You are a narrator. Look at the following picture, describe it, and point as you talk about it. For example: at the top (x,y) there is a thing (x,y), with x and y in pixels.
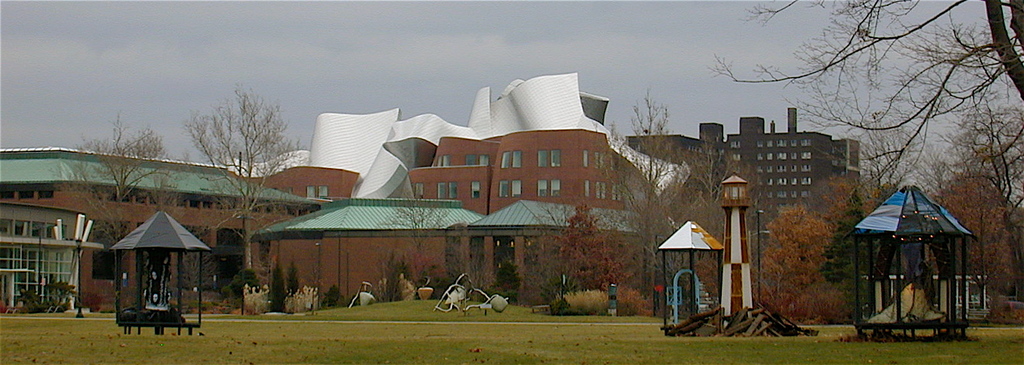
In this image I can see an open grass ground (557,347) in the front (557,347) and on it I can see number of things (921,201). In the background (294,305) I can see number of plants (505,294), number of trees (992,114), few buildings (407,195), clouds (511,62) and the sky (279,40).
